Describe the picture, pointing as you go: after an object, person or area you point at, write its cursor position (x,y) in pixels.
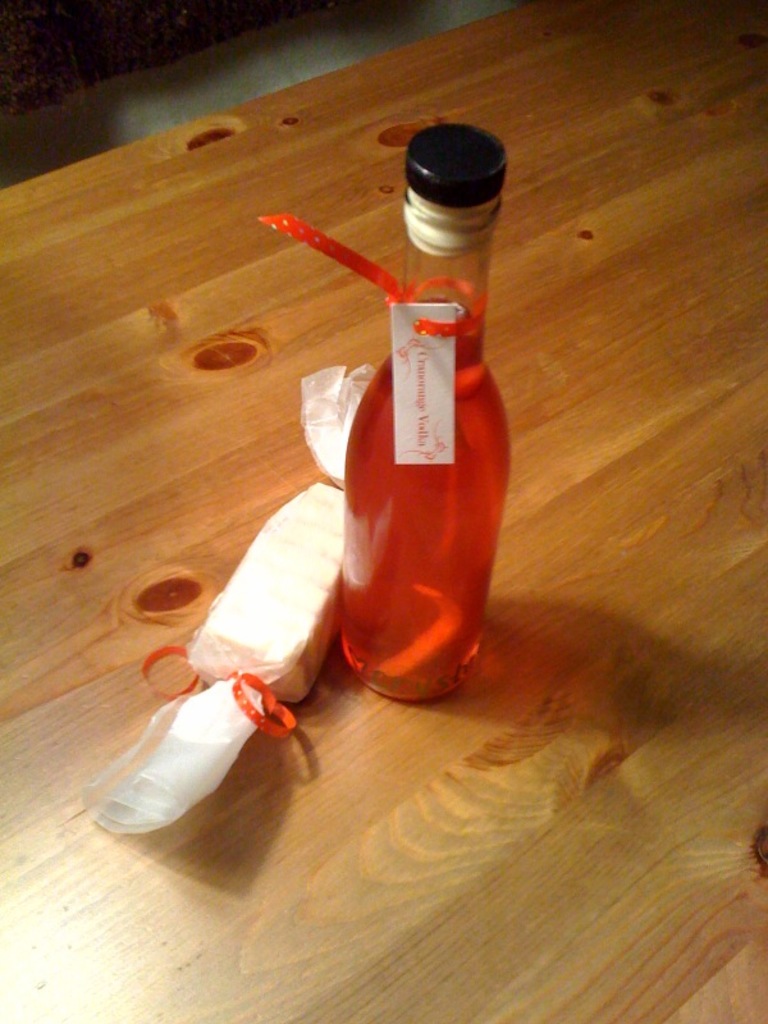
This is a picture, in this picture there is a bottle (396,486) with liquid (412,527). The bottle (409,555) is on a wooden table (399,814). On the left side of the bottle (380,576) there is a chocolate (290,610) with a wrapper (215,730).
